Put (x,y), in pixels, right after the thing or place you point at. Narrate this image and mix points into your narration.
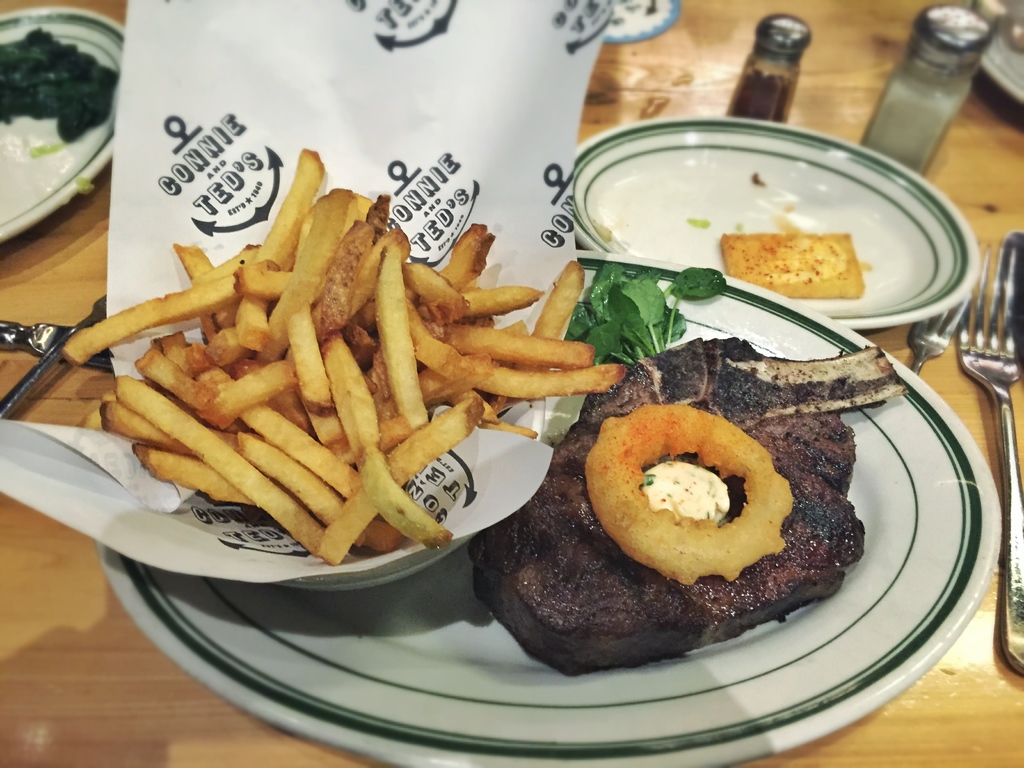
In this image I can see few food items (581,582) in the plate (695,322) and the food items (467,432) are in brown, green and cream color and I can also see few plates (619,715), bottles (886,146), forks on the table (182,685).
